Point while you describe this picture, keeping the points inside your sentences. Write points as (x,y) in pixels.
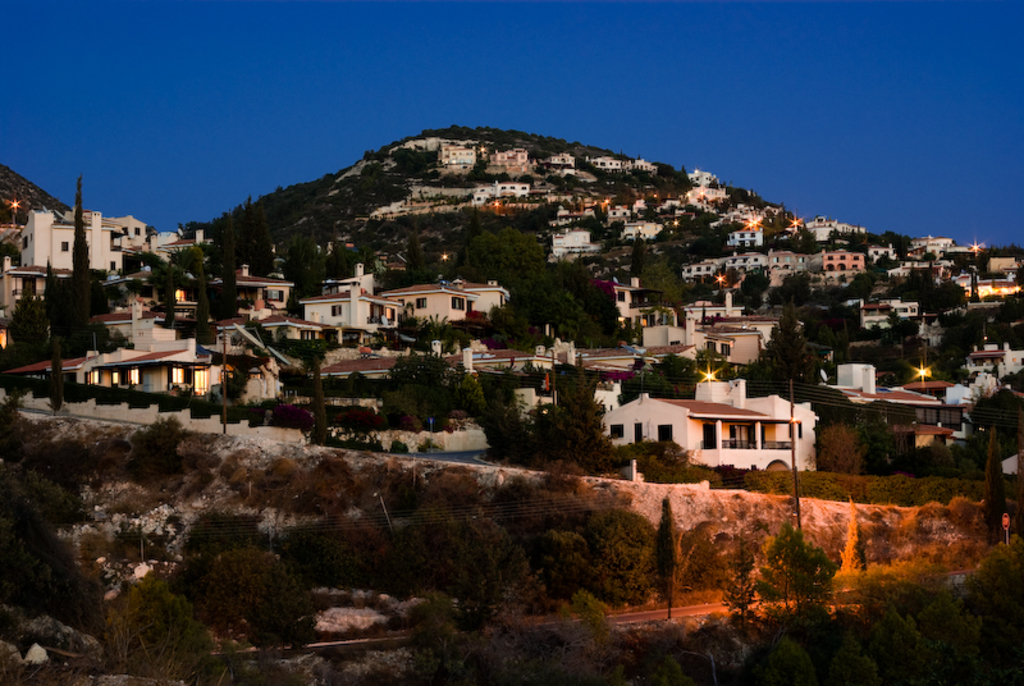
In the foreground of this image (798,413), we see a city (489,317) consisting of buildings (660,407), lights (718,371), poles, a mountain (626,194) and the road (698,605). On top (662,35), we can see the sky (650,43).
